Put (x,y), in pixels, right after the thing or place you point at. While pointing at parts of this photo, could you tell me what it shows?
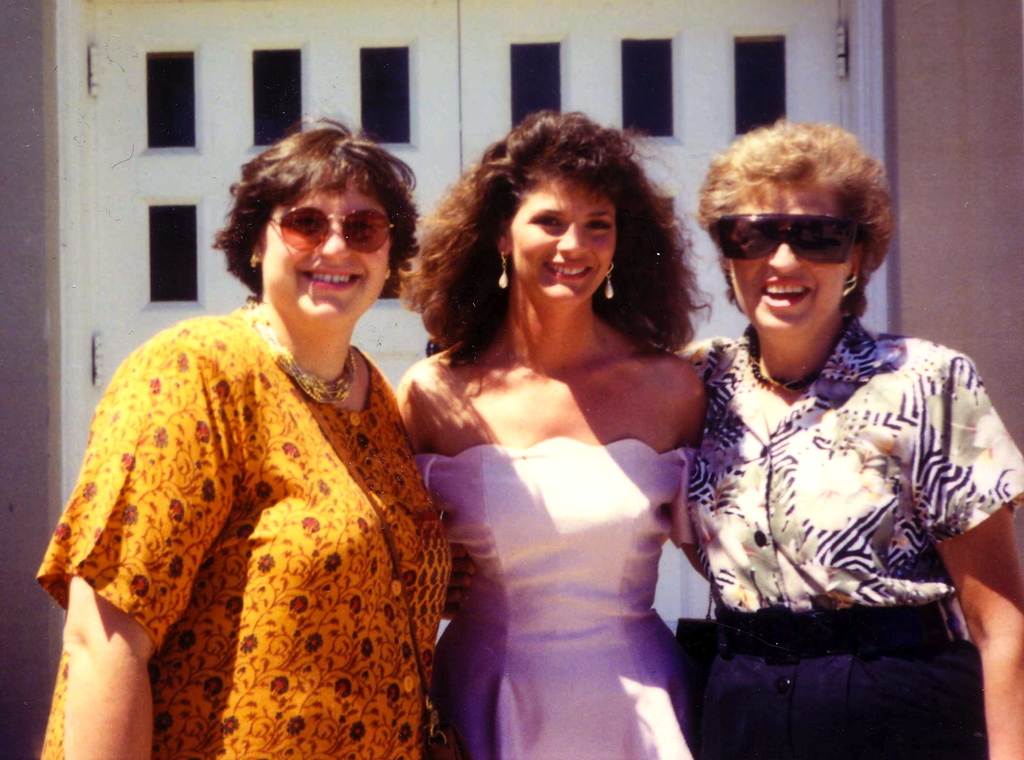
In this image I can see three women (547,522) standing, smiling and giving pose for the picture. In the background (978,158), I can see the wall (939,165) along with the doors (294,65).
